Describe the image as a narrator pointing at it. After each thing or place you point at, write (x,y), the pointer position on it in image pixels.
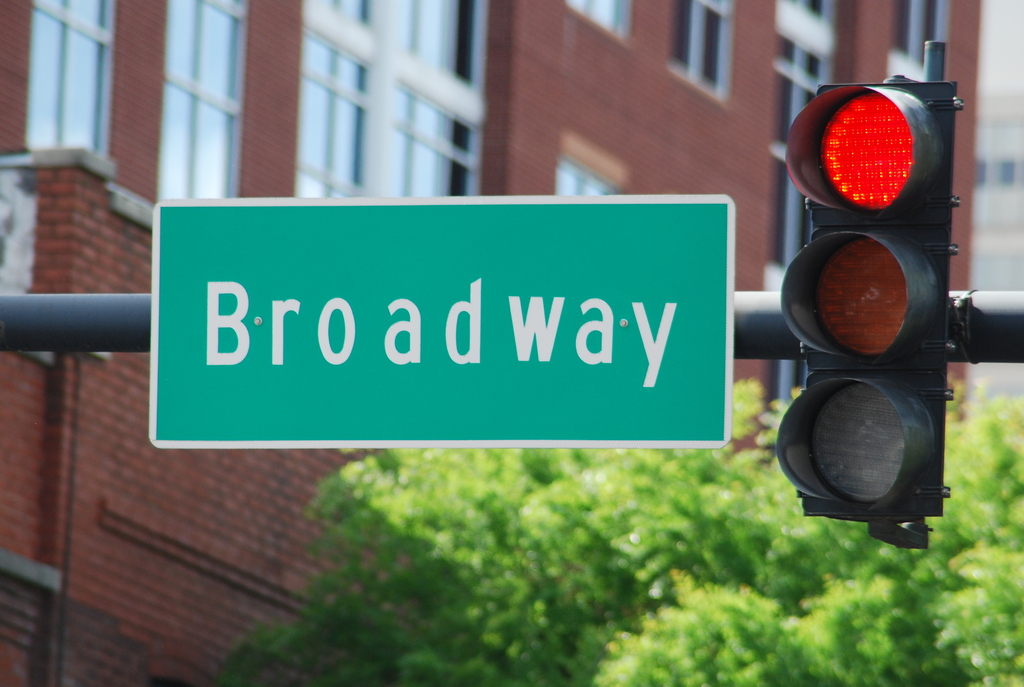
In the center of the image (513,394) we can see one sign board (544,304) and traffic light (860,430). In the background (693,96), we can see buildings (455,116), windows (720,84), trees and a few other objects (973,335).
